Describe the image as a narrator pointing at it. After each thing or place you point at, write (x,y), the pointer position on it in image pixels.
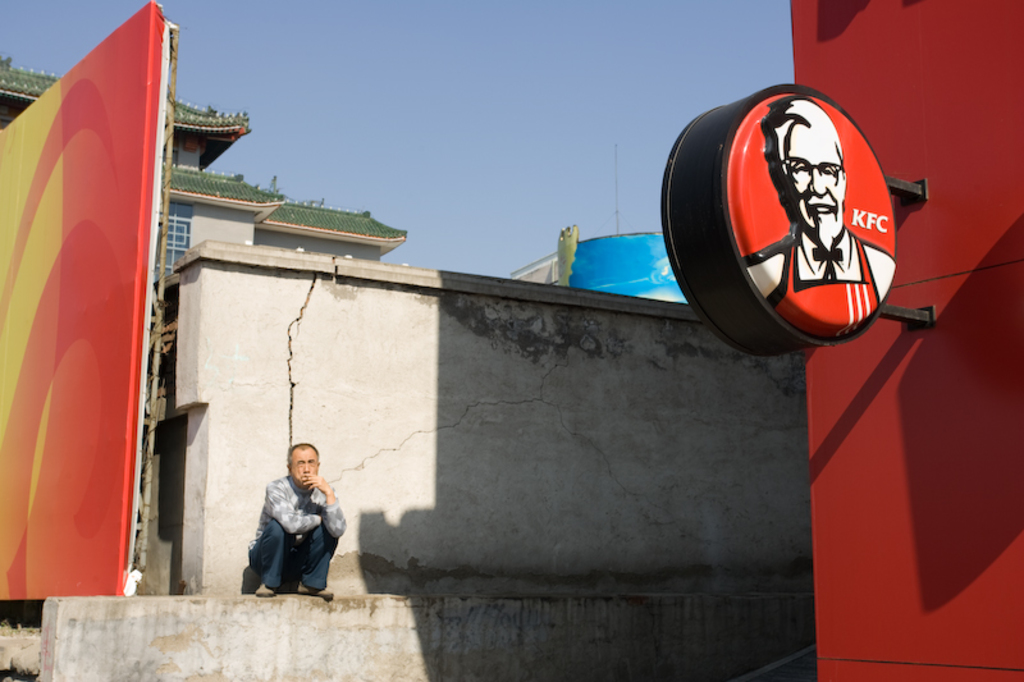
In this picture we can see a board (746,114) attached to the wall (955,208), on a board (802,194) we can see a person (807,242) and text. There is a person (273,544) sitting like squat position and we can see board (136,244), building (194,221), wall (359,265) and objects (567,256). In the background of the image (566,85) we can see the sky (539,79).
